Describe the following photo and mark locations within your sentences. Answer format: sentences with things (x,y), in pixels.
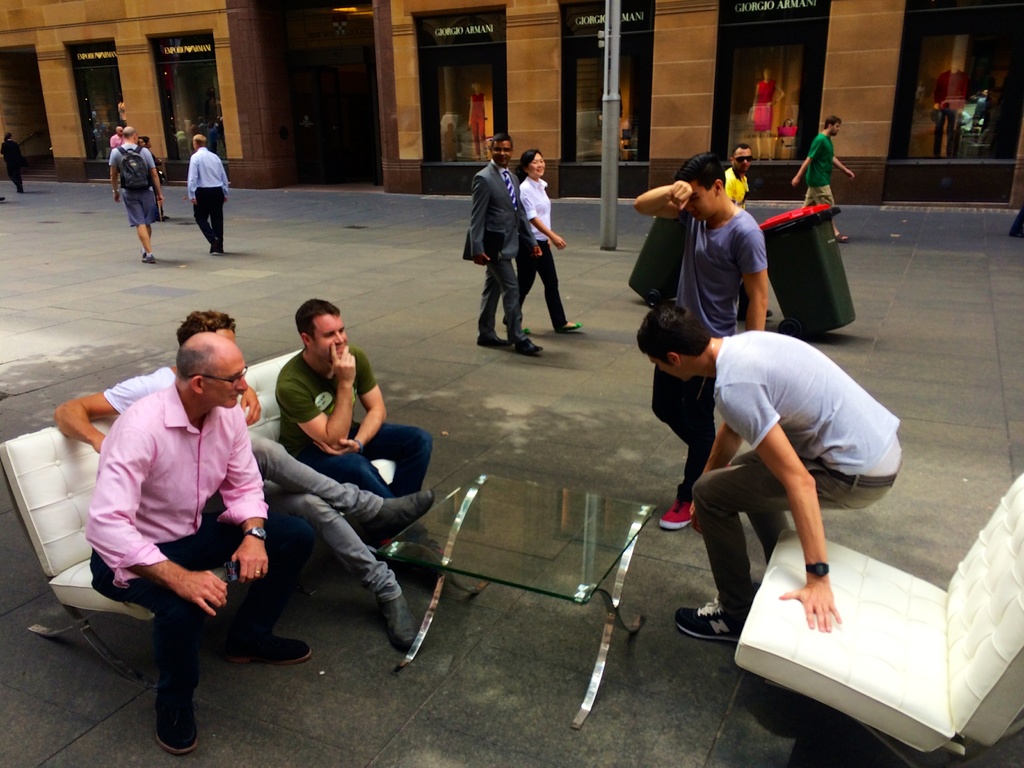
In this picture we can see groups of people (547,283), dustbins (677,231), a couch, table (589,692) and a chair (735,648) on the ground (481,694). There are some people (221,491) sitting on the couch (84,554). Behind the people (112,517), there is a pole (606,162) and there is a building (148,40) with boards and glass doors (920,95). Inside the building (134,88), there are mannequins (772,103).
